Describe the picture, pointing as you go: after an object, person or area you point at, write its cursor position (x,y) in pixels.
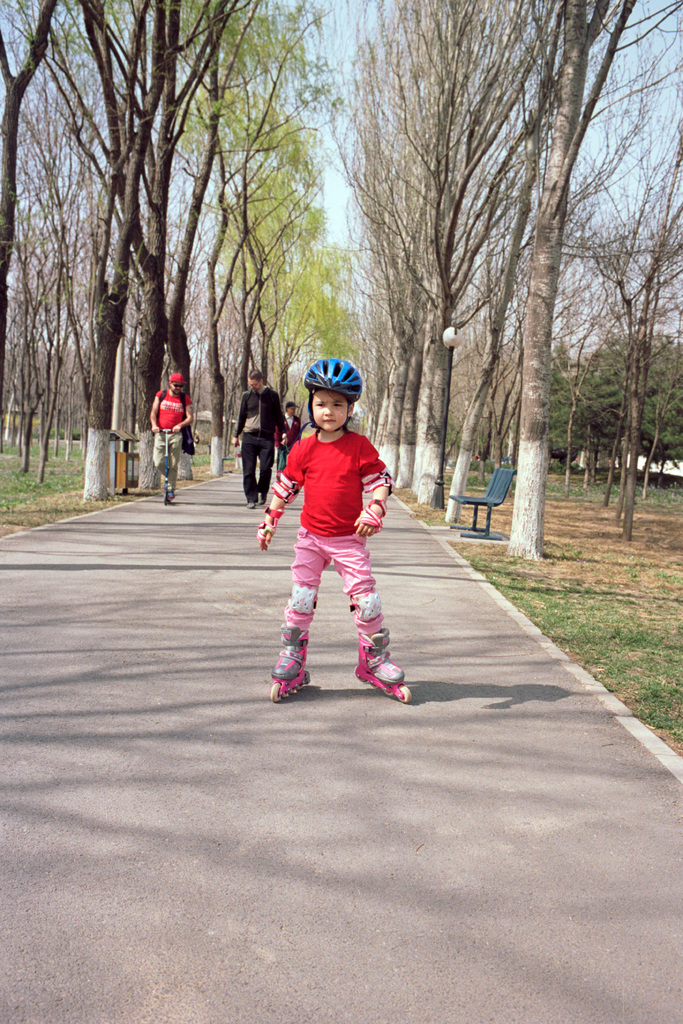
In this image, we can see a few people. We can also see the ground (385,873). We can see some grass (561,551) and a bench (454,498). There are some trees (12,104). We can also see the sky (211,227).
